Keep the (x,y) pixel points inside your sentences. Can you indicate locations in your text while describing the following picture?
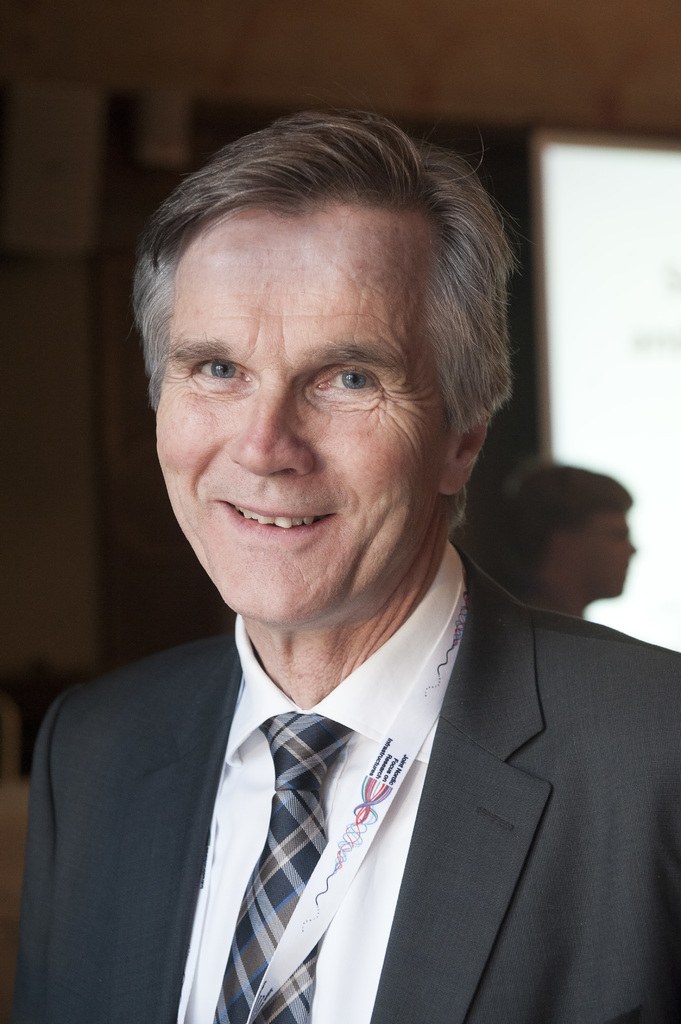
in this image in the front (313,583) there is a man (298,661) smiling. In the background (80,447) there is a wall (536,371) and there is a person (591,544) visible.
